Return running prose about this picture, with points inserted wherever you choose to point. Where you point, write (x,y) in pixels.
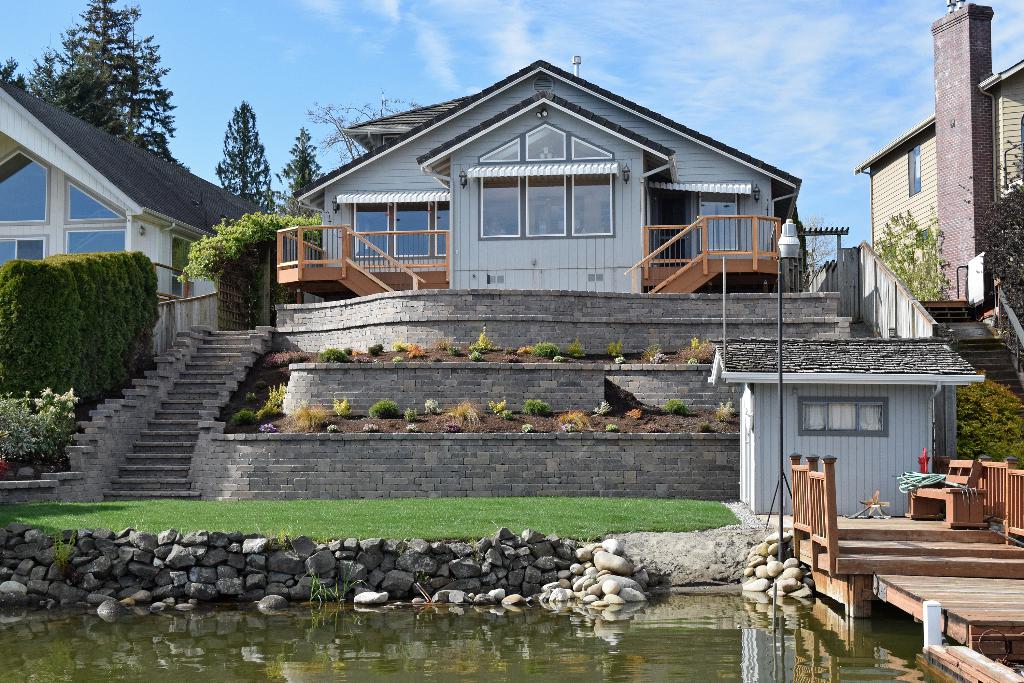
Here we can see water (426,612), stones (81,540), houses (494,94), grass (349,529), plants (72,380) and wall (621,491). Background (100,80) we can see trees (100,96) and sky (718,104).
